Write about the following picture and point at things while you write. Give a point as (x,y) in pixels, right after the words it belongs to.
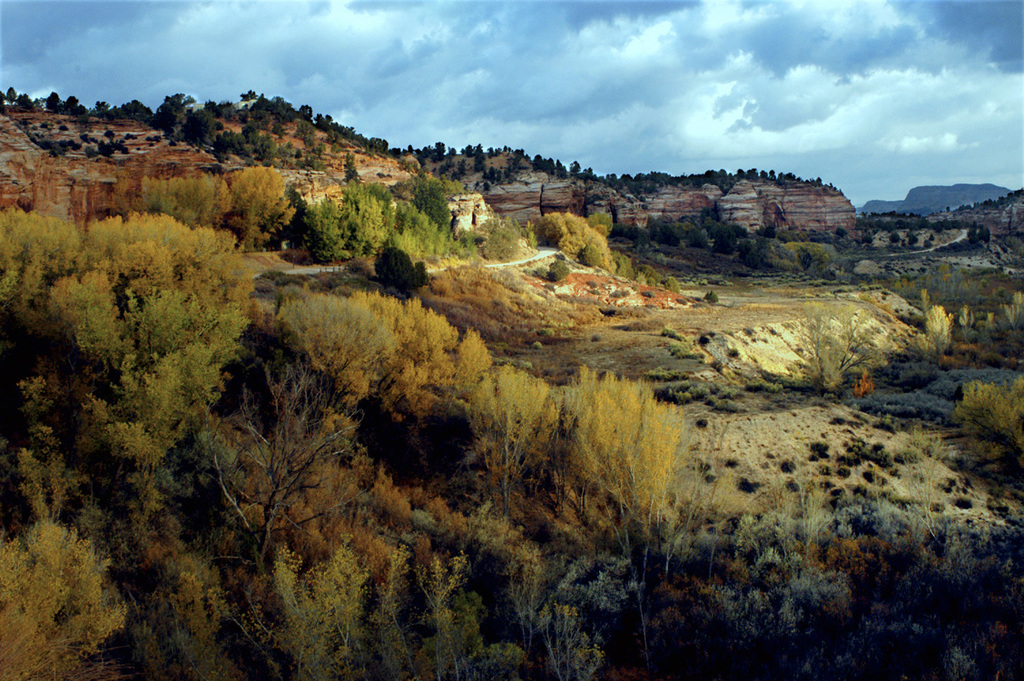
This picture is clicked outside the city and we can see the trees (930,325), plants (1010,362) and hills (628,195). In the background (788,52) there is a sky (730,29) which is full of clouds (637,75).
